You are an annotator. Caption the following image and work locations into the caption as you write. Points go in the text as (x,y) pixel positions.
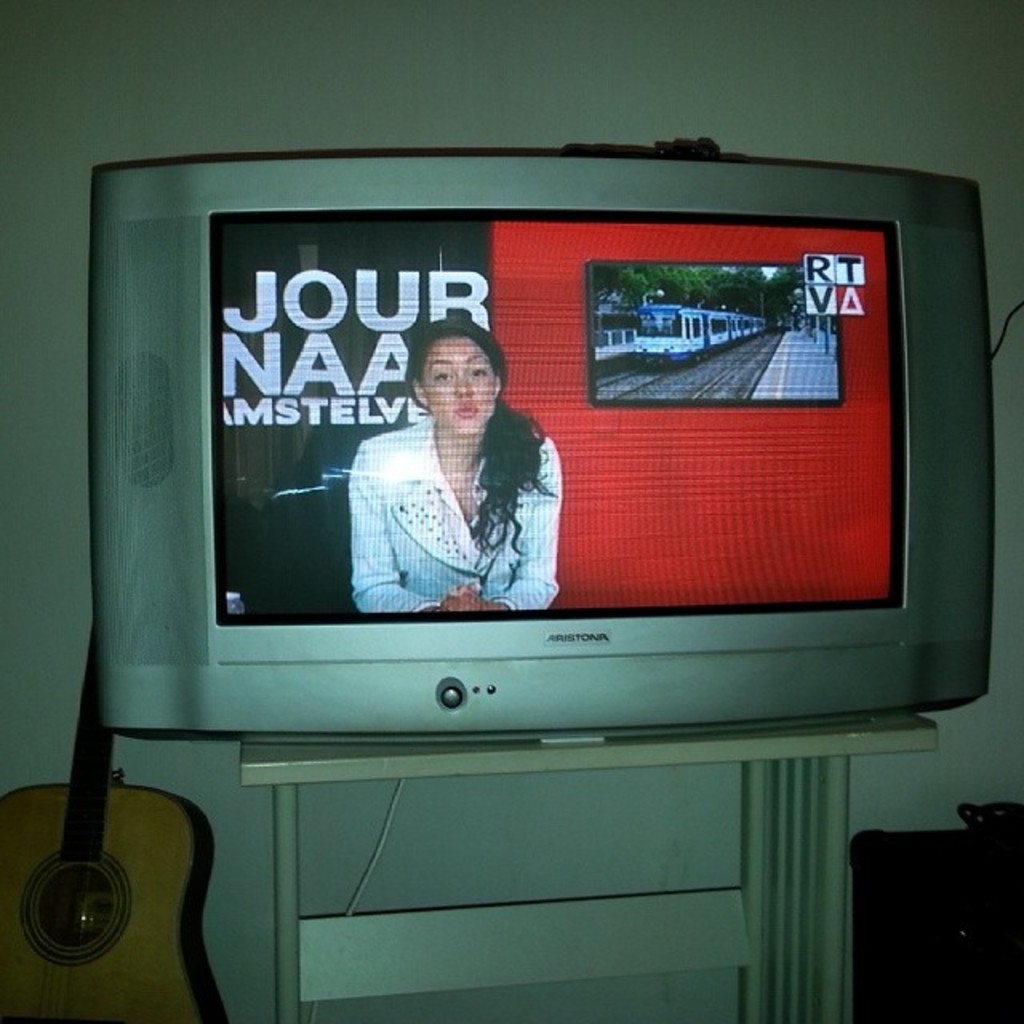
In this picture we can see a television (557,652) where one woman (511,461) wearing a white jacket (421,555) Is telling a news. here we can see train (690,348). This is a guitar (135,857). On the background (523,59) there is a wall (527,90). This is a table (495,916).
